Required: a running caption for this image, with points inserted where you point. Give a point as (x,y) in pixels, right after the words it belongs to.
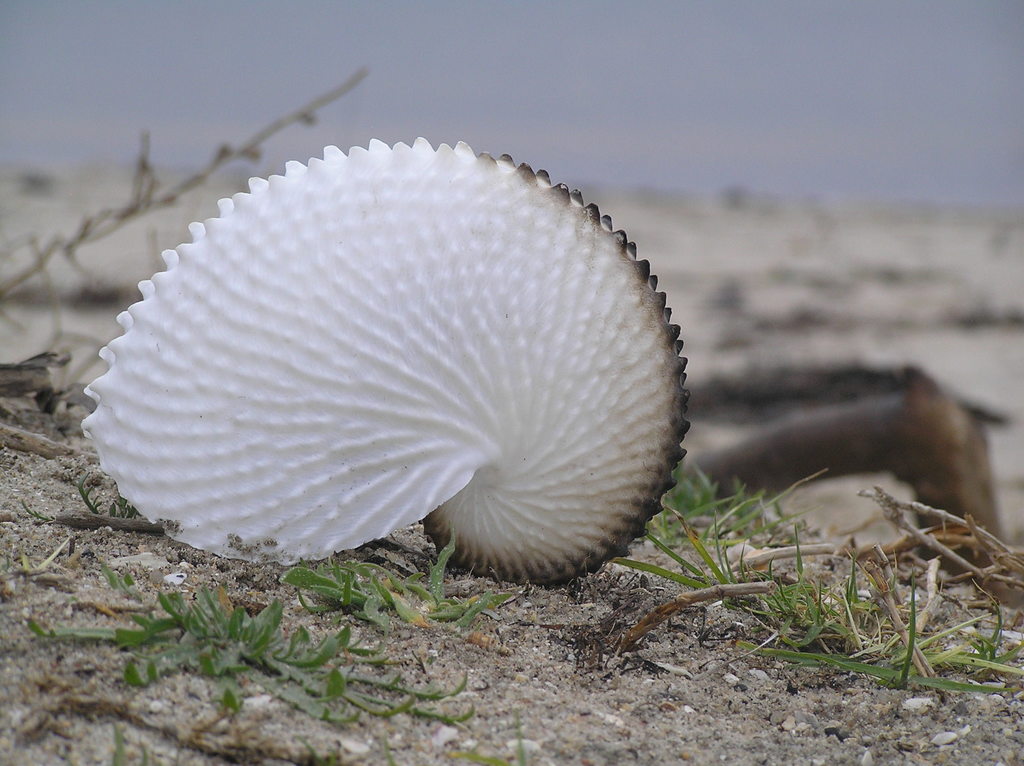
In the image we can see there is a sea shell (495,369) kept on the ground (569,619) and there are leaves (840,661) of the plant (49,629) on the ground (715,625). Behind the image is blurred.
